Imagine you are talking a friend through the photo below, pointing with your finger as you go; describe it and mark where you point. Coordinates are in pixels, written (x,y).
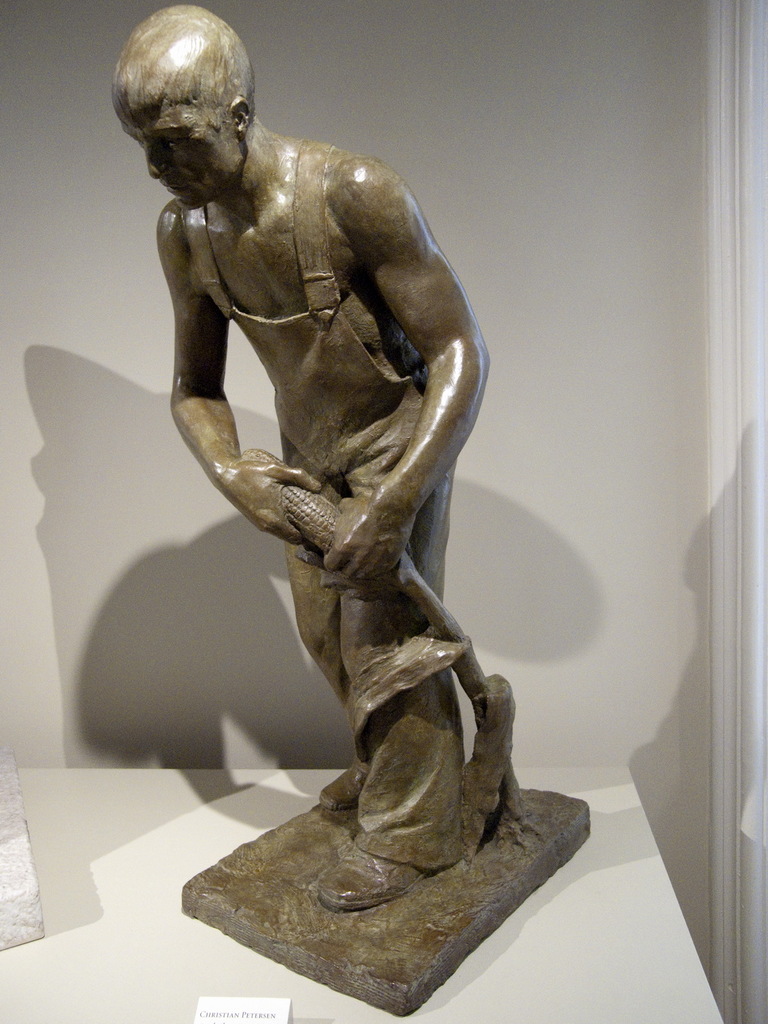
In this image we can see a statue (425,886) on white surface (556,937). In front of the statue (320,935) nameplate (244,1011) is there. Behind the statue (179,28) white color wall (621,519) is present.
